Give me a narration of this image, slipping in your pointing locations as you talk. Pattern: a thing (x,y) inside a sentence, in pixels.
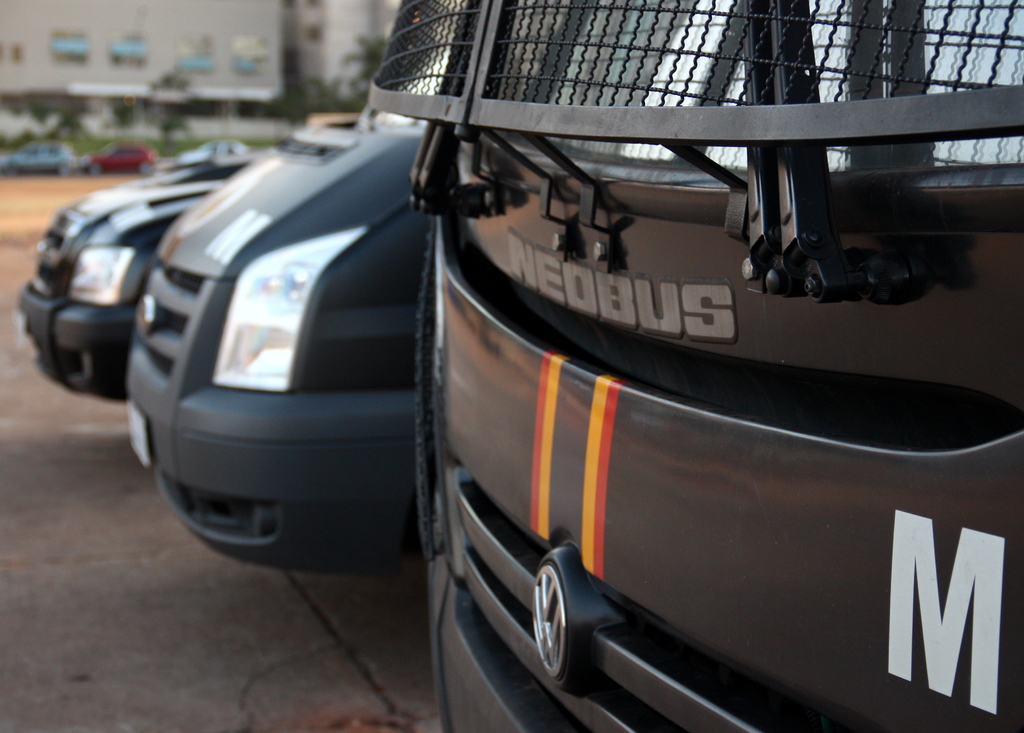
As we can see in the image there are vehicles (389,353), trees (336,108) and buildings (237,43).
